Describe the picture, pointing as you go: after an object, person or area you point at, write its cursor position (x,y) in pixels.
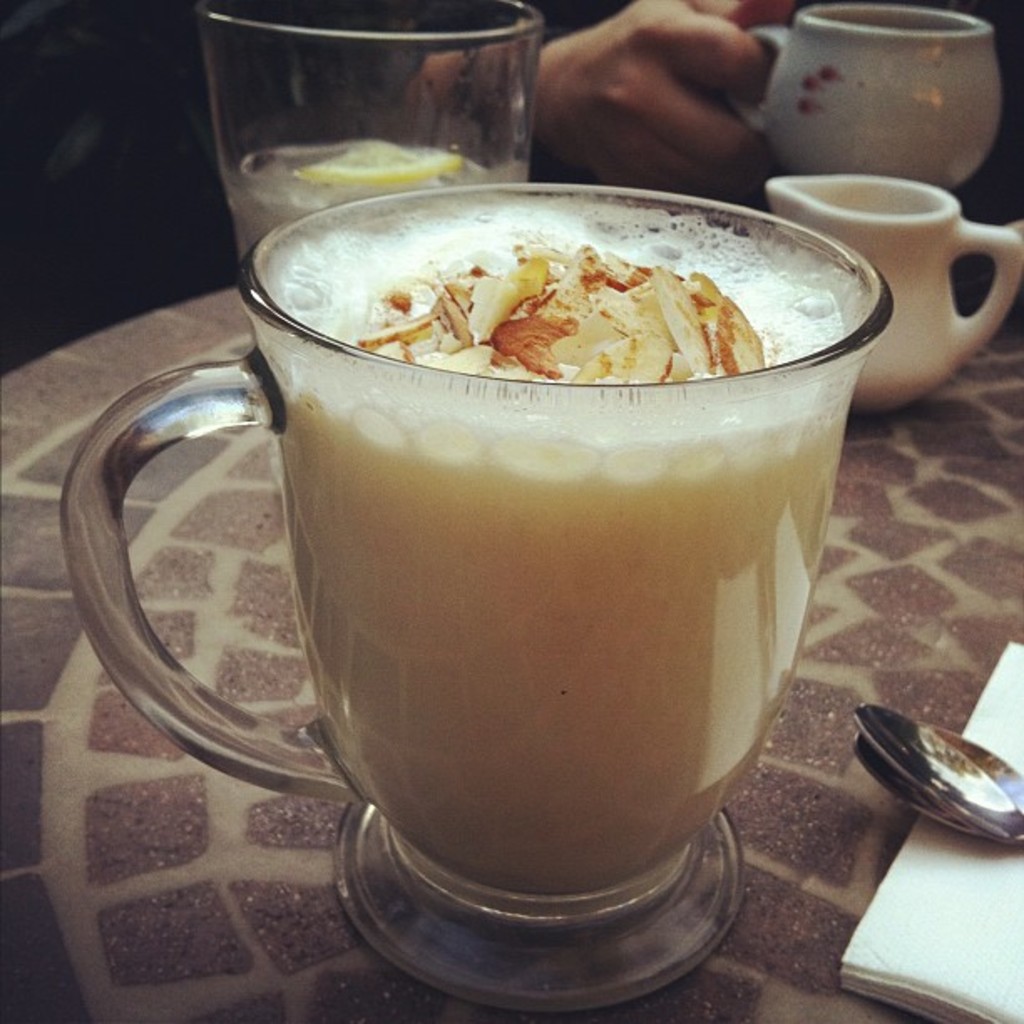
In this picture we can see a cup (690,535) with full of drink (687,552) in it and a spoon (942,758) on the table (892,664), in the background (591,116) a person (634,143) is holding a cup (840,104).
